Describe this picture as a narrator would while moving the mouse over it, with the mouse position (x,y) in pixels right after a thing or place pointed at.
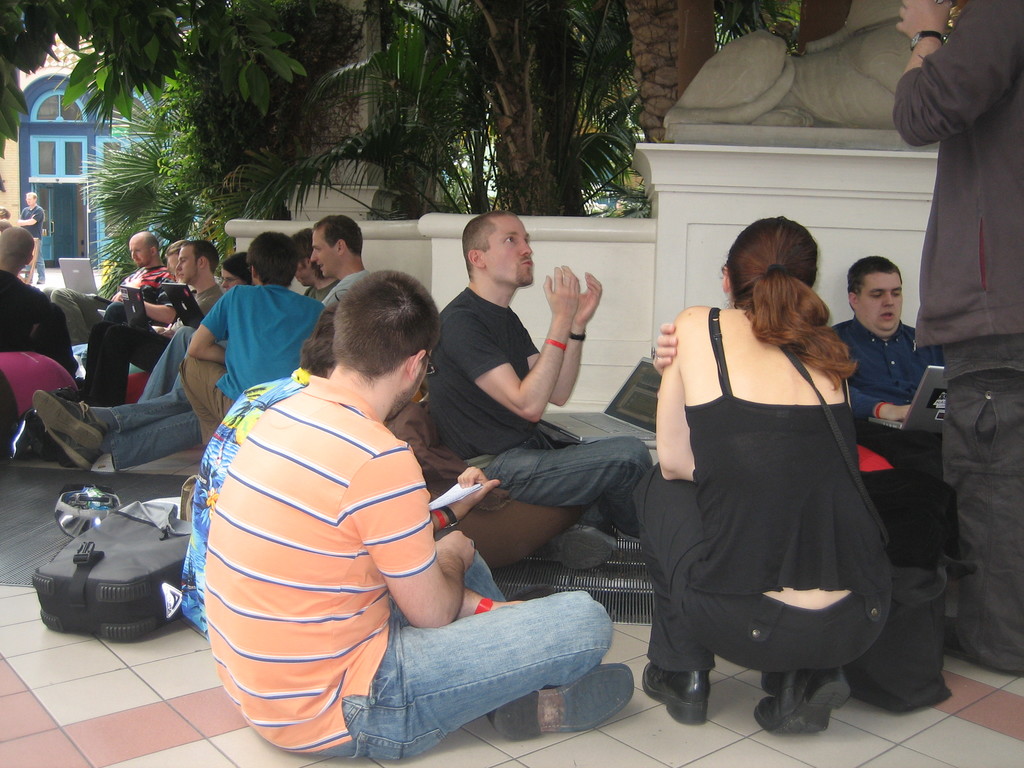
In this image there are group of people (283,346) who are sitting, and some of them are holding laptops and some of them are holding books (457,484) and some of them are talking. At the bottom (236,715) there is floor (165,708), and on the floor (153,701) there are some bags (150,518) and in the background (143,189) there is a building (46,210), plants (384,61), sculpture (753,83), wall (764,177) and pillar (356,23).
